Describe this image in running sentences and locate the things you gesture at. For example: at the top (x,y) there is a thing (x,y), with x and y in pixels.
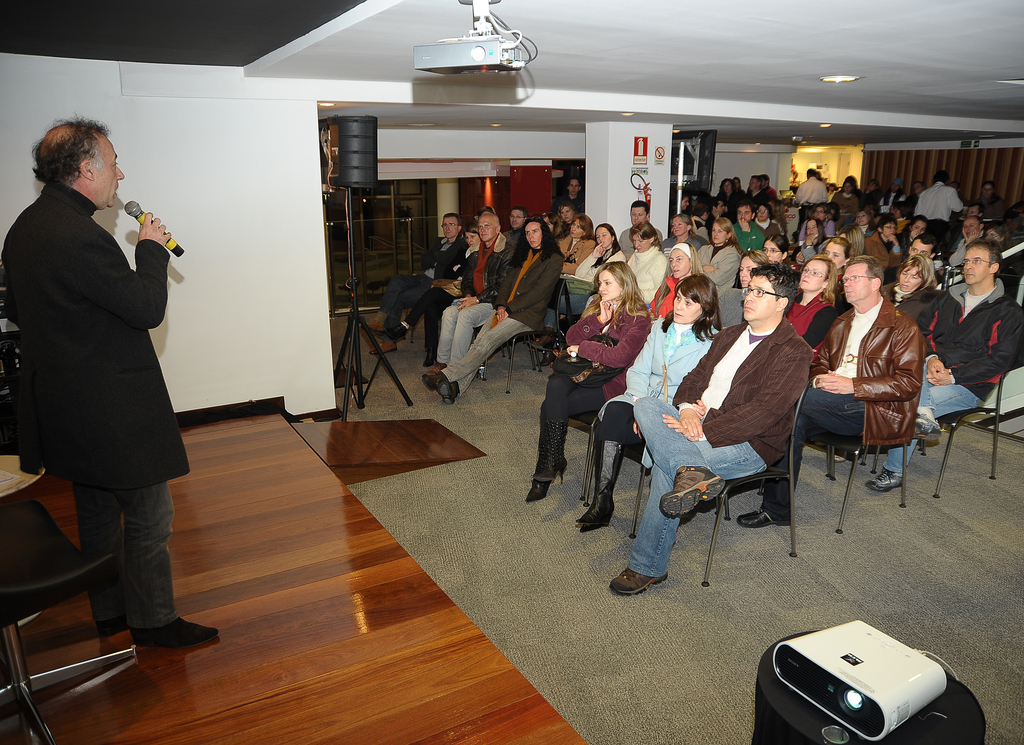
In this picture there are people (492,346) on the right side of the image (874,226), those who are sitting on the chairs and there is a man (25,418) who is standing on the left side of the image (124,315), by holding a mic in his hand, there is a projector (885,667) in the bottom right side of the image (823,663).
